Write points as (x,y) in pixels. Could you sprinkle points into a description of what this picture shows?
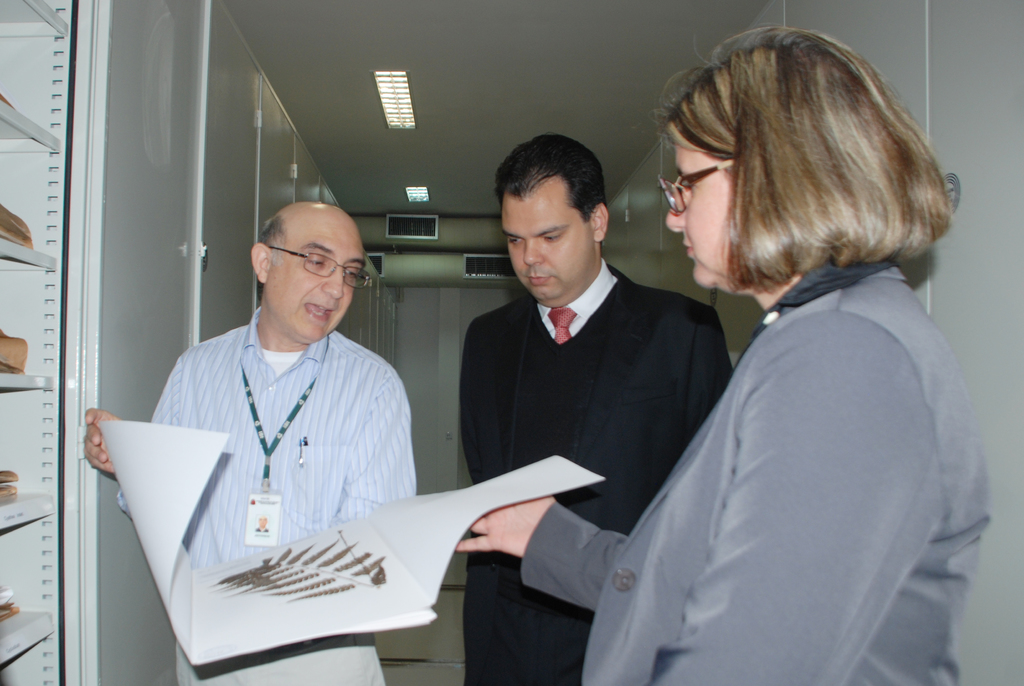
This image is taken indoors. At the top of the image (404,46) there is a roof (461,93) with two lights (401,96). In the background (411,305) there is a wall (471,300) and there is an air conditioner (408,227). On the left side of the image (187,306) there is a cupboard (24,420) with a few shelves (15,132) and there are a few things (16,337) on the shelves (22,639). There are many cupboards (179,208) with doors (222,263). In the middle of the image (523,332) two men (589,343) and a woman (723,510) are standing on the floor (452,643). A man (408,425) and a woman (502,531) are holding a book (358,548) in their hands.
